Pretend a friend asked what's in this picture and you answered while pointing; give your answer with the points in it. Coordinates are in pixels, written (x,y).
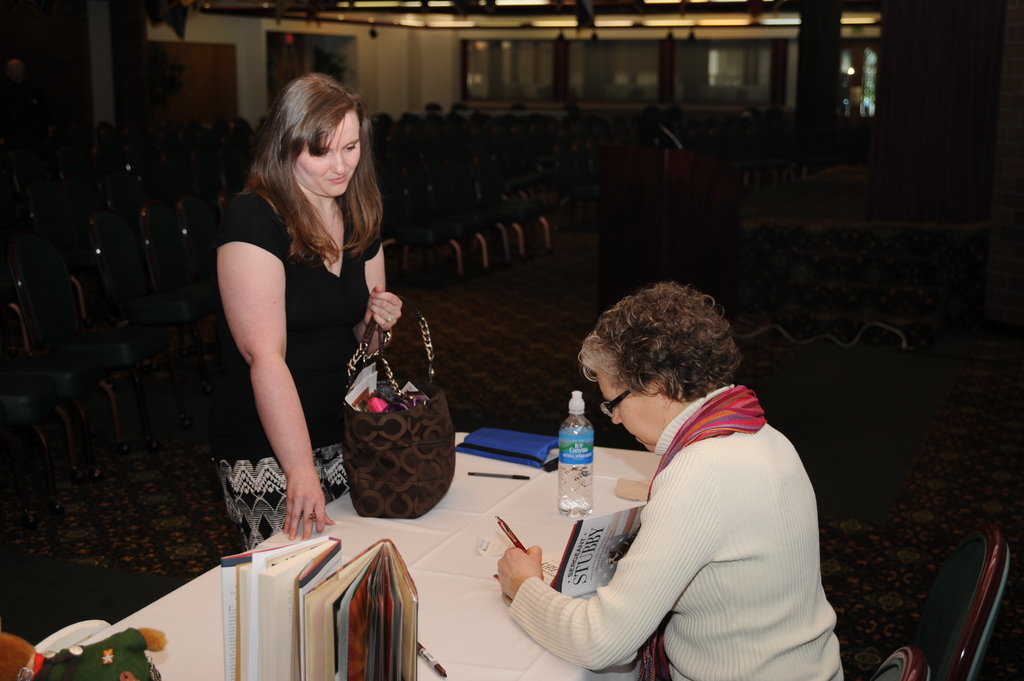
A lady (297,286) with black dress (321,310) is standing in front of the table (343,525). She kept her bag (372,428) on the table (355,537). And there is another lady (738,562) sitting on the chair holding the book (561,562) in her hand (539,573). On the table (454,600) there are some books (348,592), water bottle (563,464). In the background (506,180) there are some chairs (166,264). To the right side (683,202) there is a podium (625,213).
